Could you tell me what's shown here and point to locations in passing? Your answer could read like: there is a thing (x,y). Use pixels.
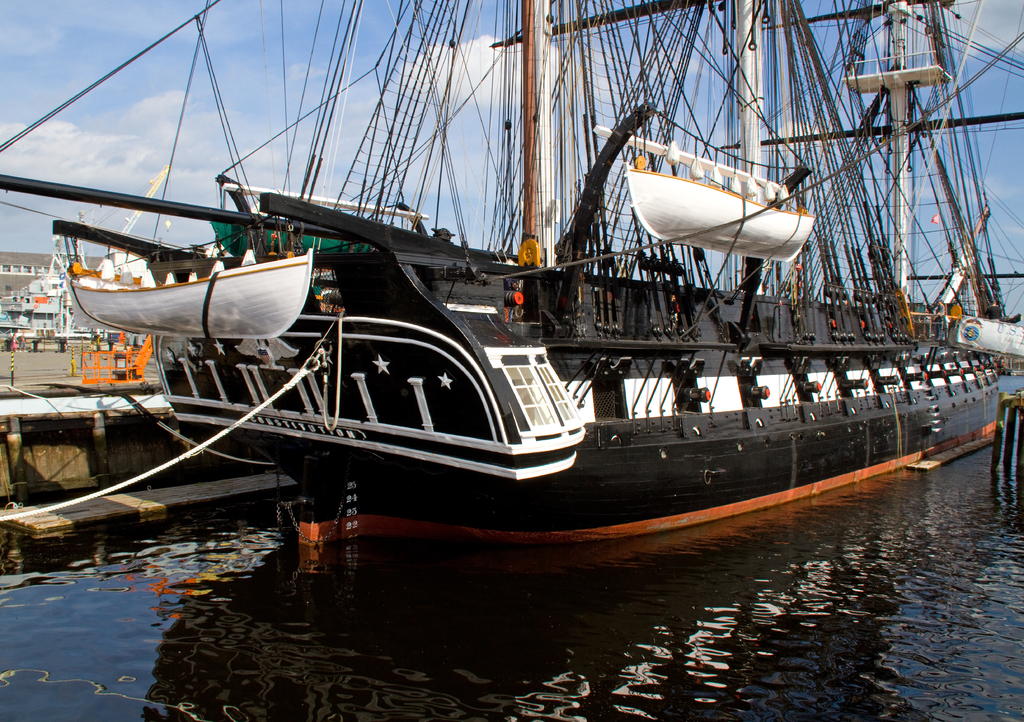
In the image there is a ship (515,416) on the water surface (247,669), on the ship (658,277) there are many ropes (324,161) and other equipment (605,168), behind the ship (186,388) there is a boat (125,302) and in the background (36,265) there are buildings (17,272).
